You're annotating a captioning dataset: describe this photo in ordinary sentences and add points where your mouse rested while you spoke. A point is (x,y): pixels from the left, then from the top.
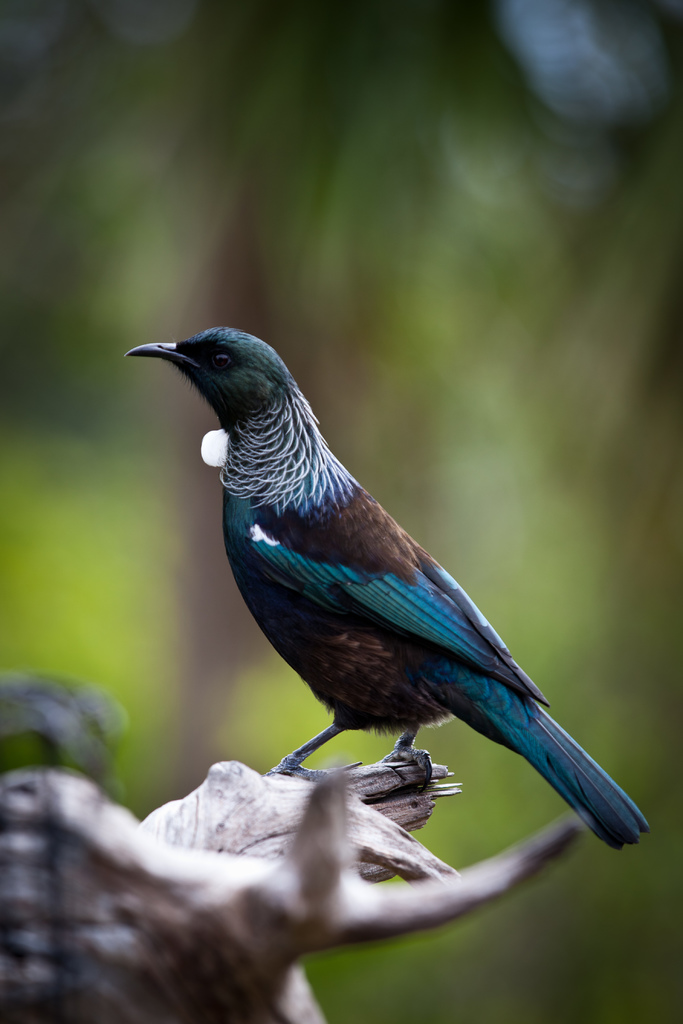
In the picture we can see a tree (119,957) on it, we can see a bird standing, the bird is blue in color with some part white and some part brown in color, in the background (34,357) we can see some plants (479,843) which are not clearly visible.
